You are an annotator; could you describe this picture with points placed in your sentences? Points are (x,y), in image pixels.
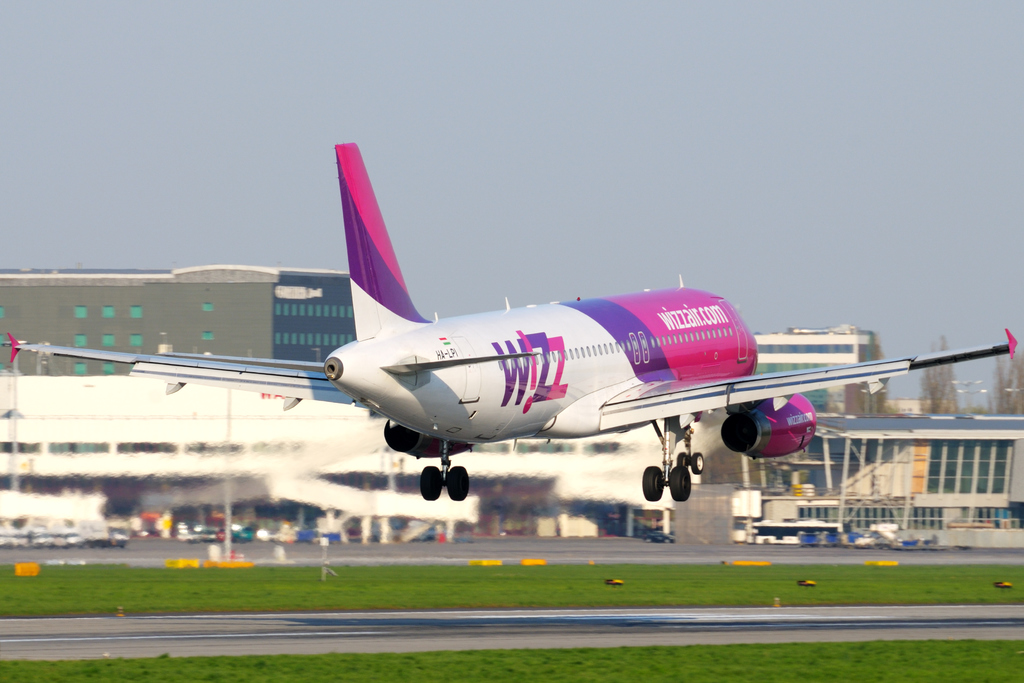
In this image, we can see an airplane (228,362). We can see the ground (925,574) covered with grass (925,574) and some objects (231,560). We can see a few buildings (987,436) and vehicles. We can see a pole (226,511) and some dried trees (926,369) on the right (941,368). We can see the sky (873,229).
